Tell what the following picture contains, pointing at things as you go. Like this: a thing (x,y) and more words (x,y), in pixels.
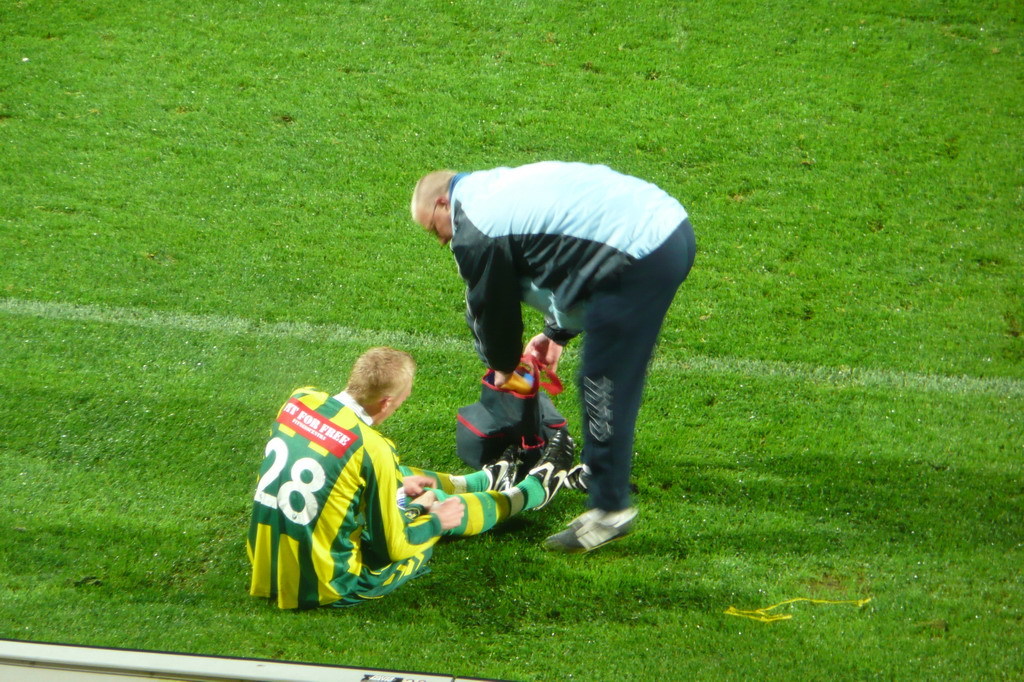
In this image we can see two people (524,507) and a bag (519,415) on the ground (825,421), also we can see the grass (864,401).
